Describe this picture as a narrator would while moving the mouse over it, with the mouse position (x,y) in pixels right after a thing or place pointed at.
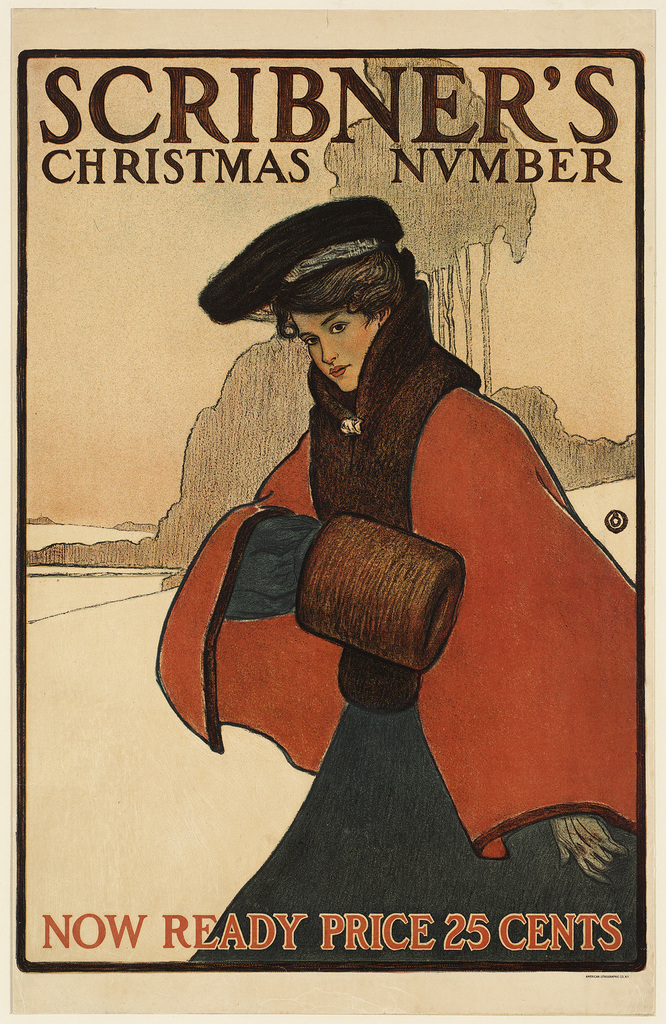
In this image there is a sketch (380,510) of a person (380,510) with text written on it.
